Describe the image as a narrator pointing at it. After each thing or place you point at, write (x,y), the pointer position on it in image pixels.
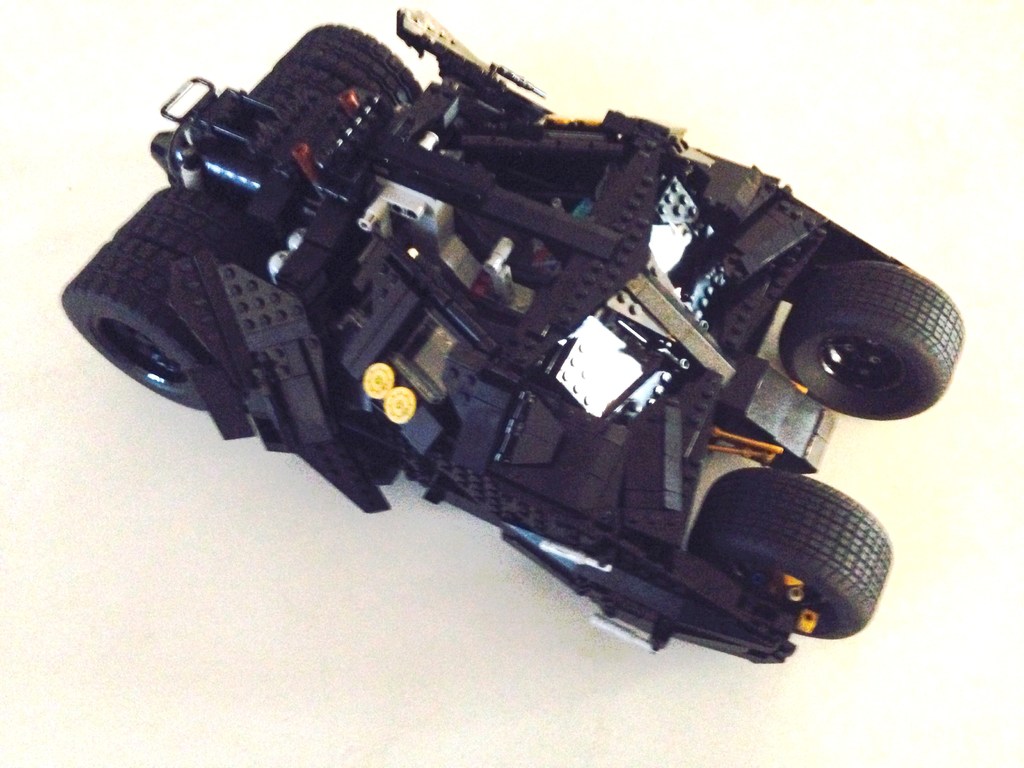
It is the toy car (666,356), these are the 4 wheels (903,344) of it.
